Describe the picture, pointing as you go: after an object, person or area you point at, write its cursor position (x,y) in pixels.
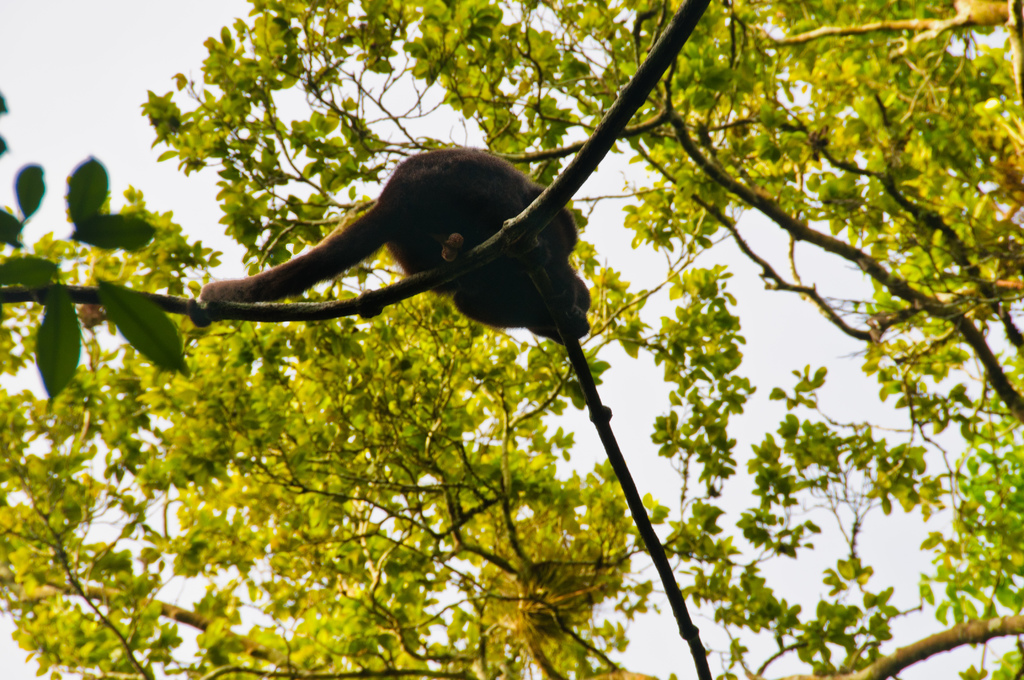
In this image we can see an animal (526,289) on the tree (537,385). In the background (513,476) there are trees (208,141) and sky (853,377).
